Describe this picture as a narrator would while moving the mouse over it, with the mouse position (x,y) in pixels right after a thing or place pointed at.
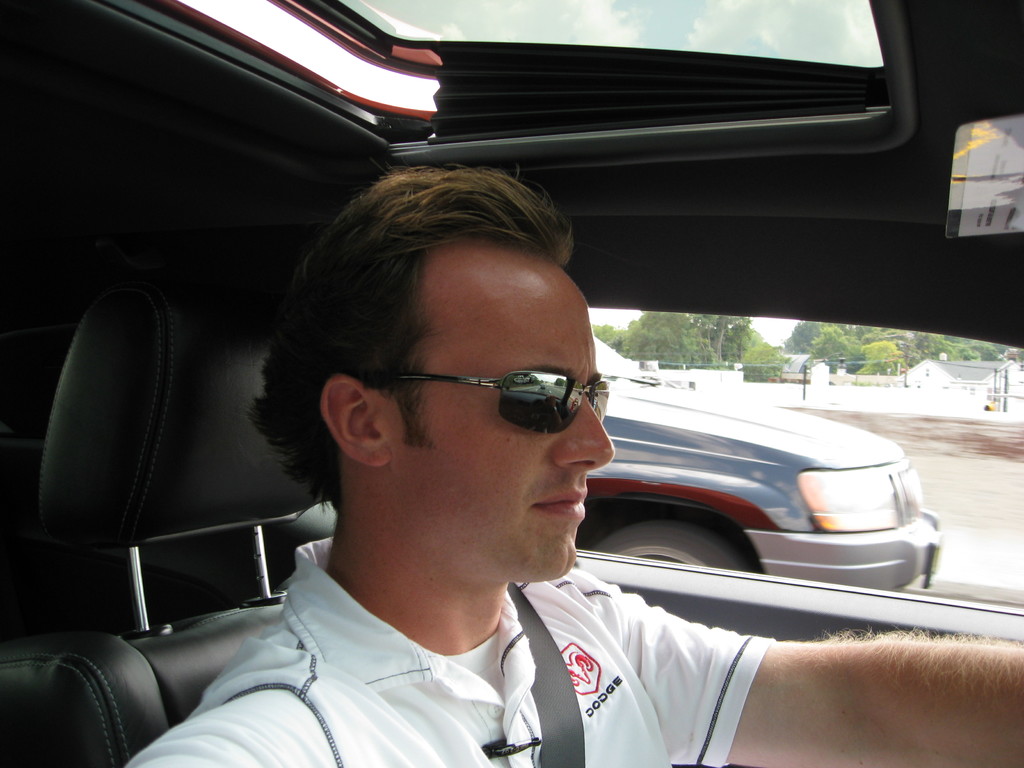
A person (461,546) is riding in the car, through this car window (806,364) we can see a vehicle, buildings (930,382), trees (752,357) and sky (782,338).
